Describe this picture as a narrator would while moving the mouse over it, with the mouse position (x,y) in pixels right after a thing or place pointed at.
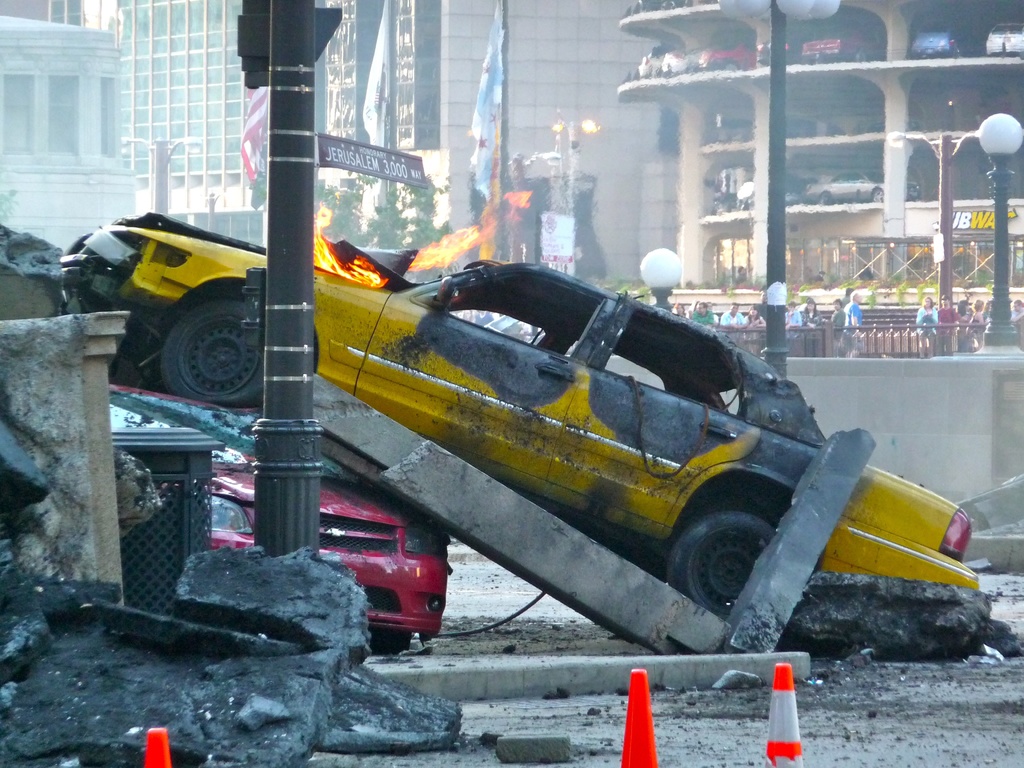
In this image we can see two damaged vehicles (396,502), we can see fire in one car (372,401), there are pillars (402,482), on the ground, there are traffic cones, there are buildings (700,141), light poles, and flags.
